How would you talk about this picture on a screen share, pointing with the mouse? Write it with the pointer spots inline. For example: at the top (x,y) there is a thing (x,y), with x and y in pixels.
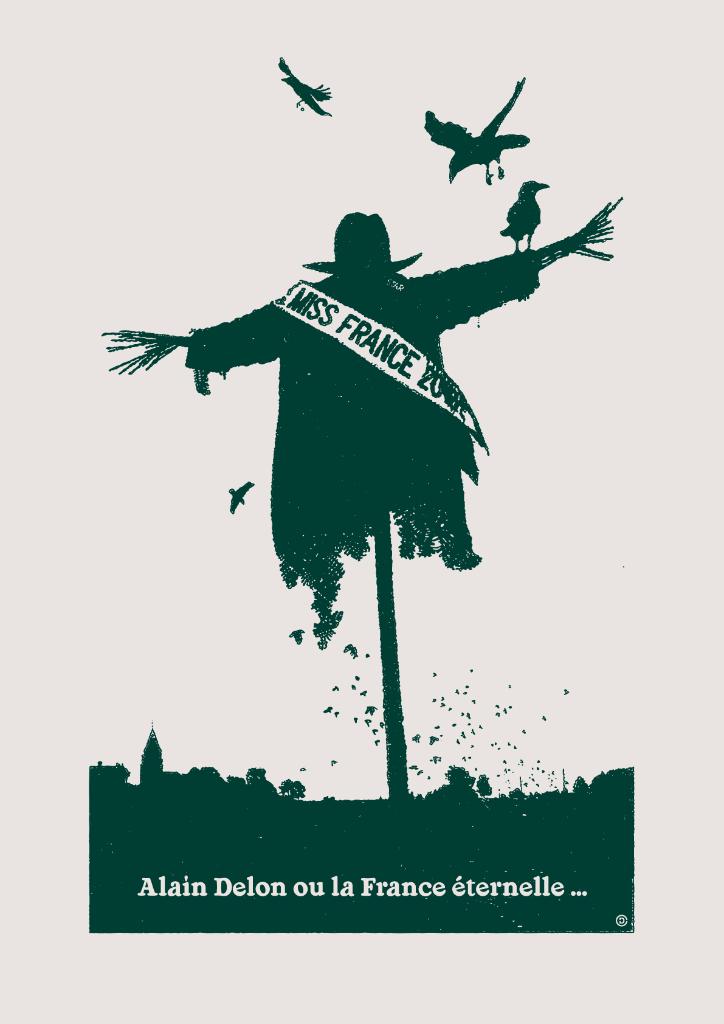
In the picture there is a painting (375,563) of a person (362,239), there are birds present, there is a text (238,882) on painting (361,896).
